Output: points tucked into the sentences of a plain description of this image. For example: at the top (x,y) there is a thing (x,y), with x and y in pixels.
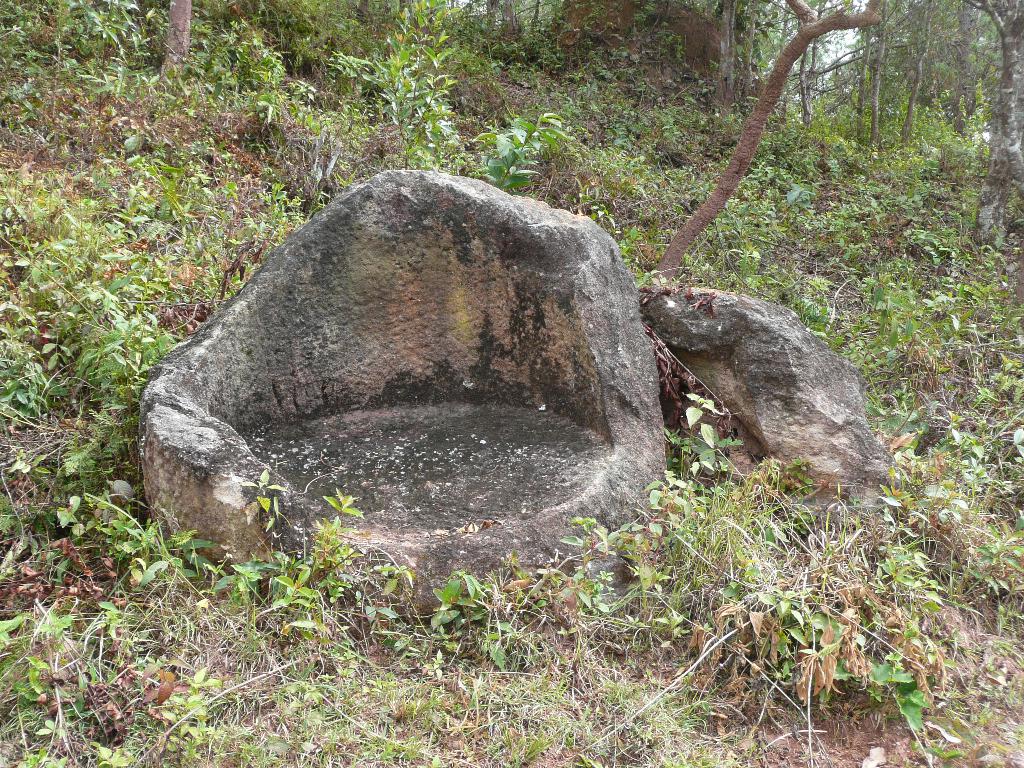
In the picture I can see trees (815,102), grass (349,580) and rocks (381,513).
